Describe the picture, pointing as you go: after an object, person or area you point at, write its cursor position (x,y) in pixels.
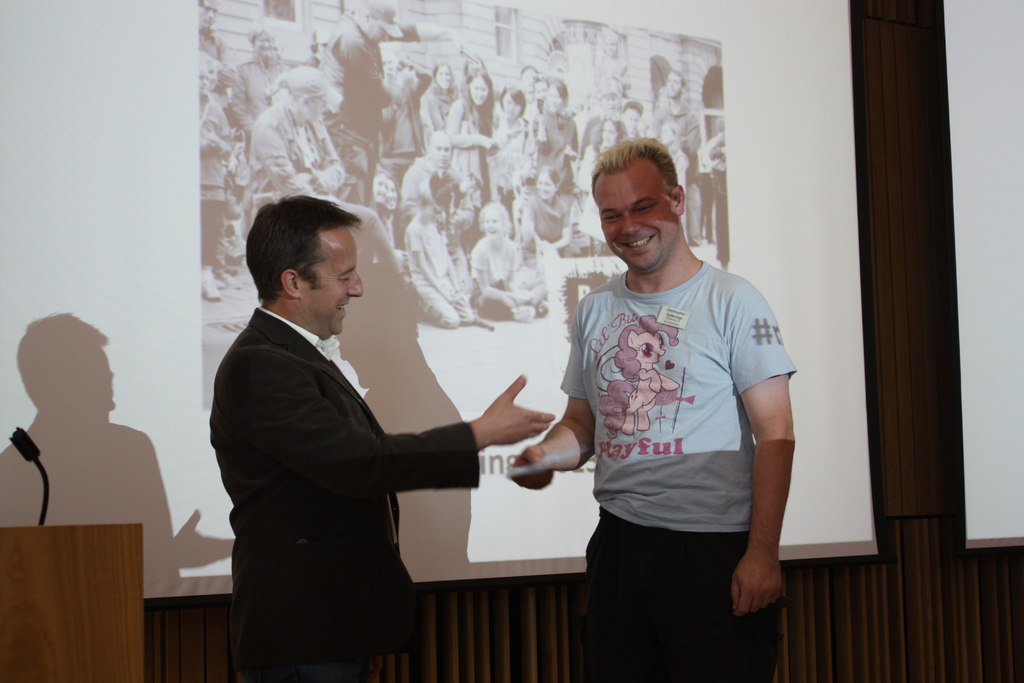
In this image there are two people (587,374) standing with a smile on their face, one of them is holding an object (535,469) which is not clear, behind them there is a screen (379,118). On the screen (386,176) there is a photo (465,203), behind the screen (777,154) there are curtains (979,610) and on the left side of the image (71,589) there is a table (33,555) with mic (43,505) on it.
